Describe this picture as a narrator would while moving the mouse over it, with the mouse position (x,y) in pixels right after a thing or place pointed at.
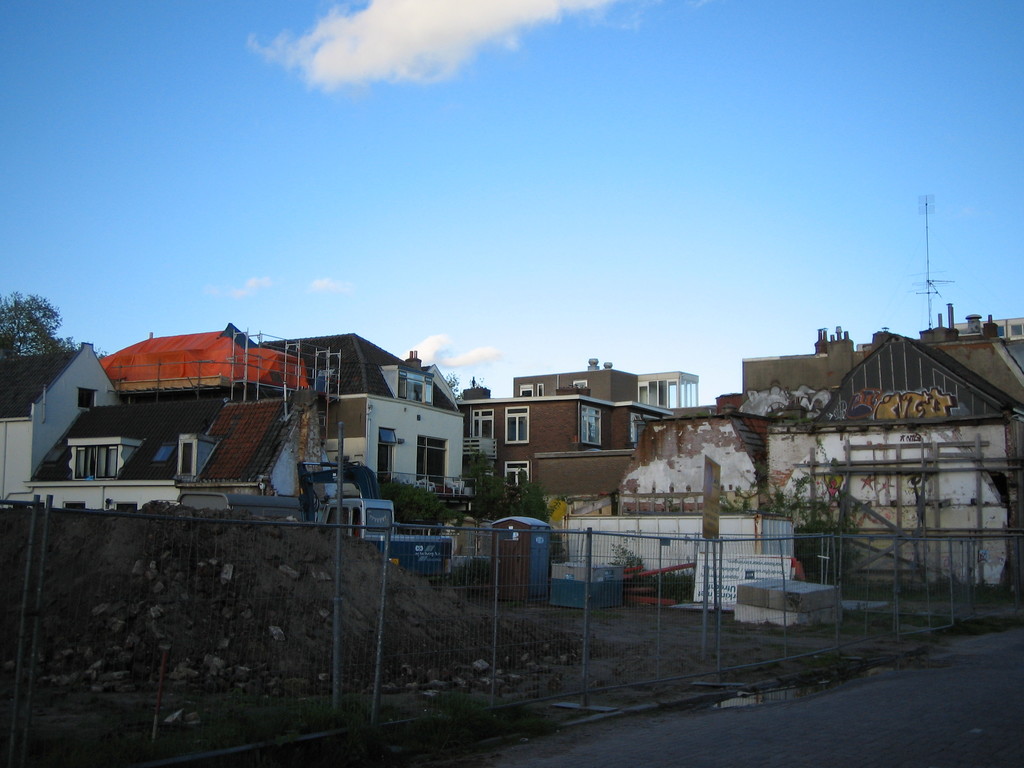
In the foreground of the picture (636,635) we can see fencing (889,604), road (1015,664), stones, sand (422,612), boxes (567,601), plants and various objects (702,552). In the middle of the picture (573,497) there are building (404,412), trees (487,465), antenna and various objects (425,550). At the top (483,145) it is sky (536,145).
